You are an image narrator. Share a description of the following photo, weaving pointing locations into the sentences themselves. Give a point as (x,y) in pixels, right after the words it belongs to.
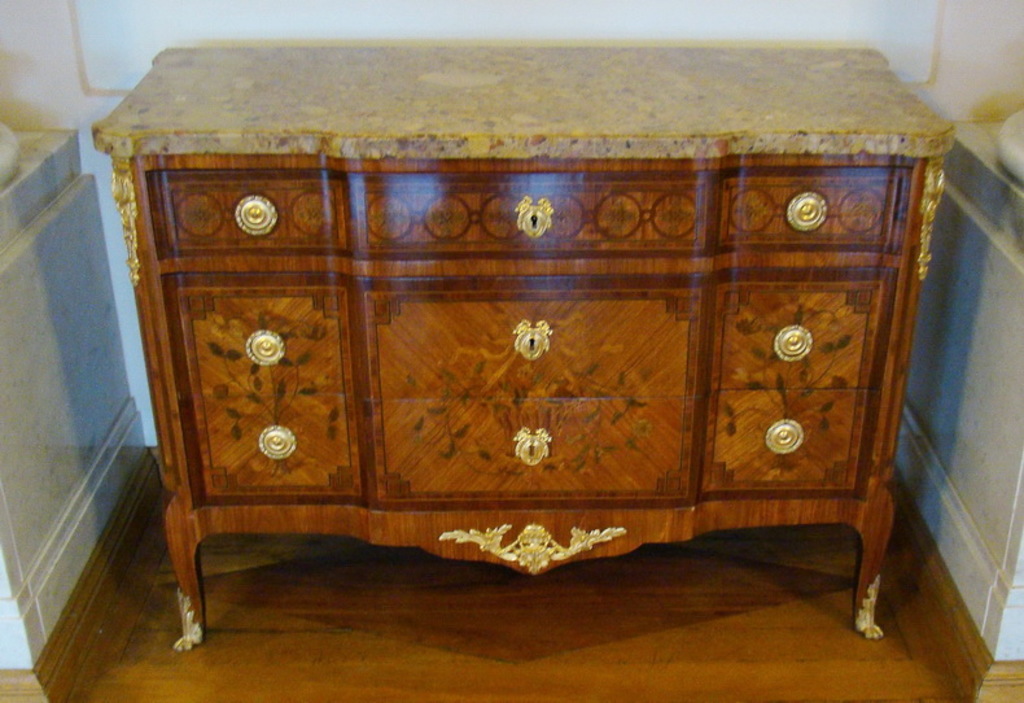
As we can see in the image there is a white color wall (107,56) and brown color table (495,308).
